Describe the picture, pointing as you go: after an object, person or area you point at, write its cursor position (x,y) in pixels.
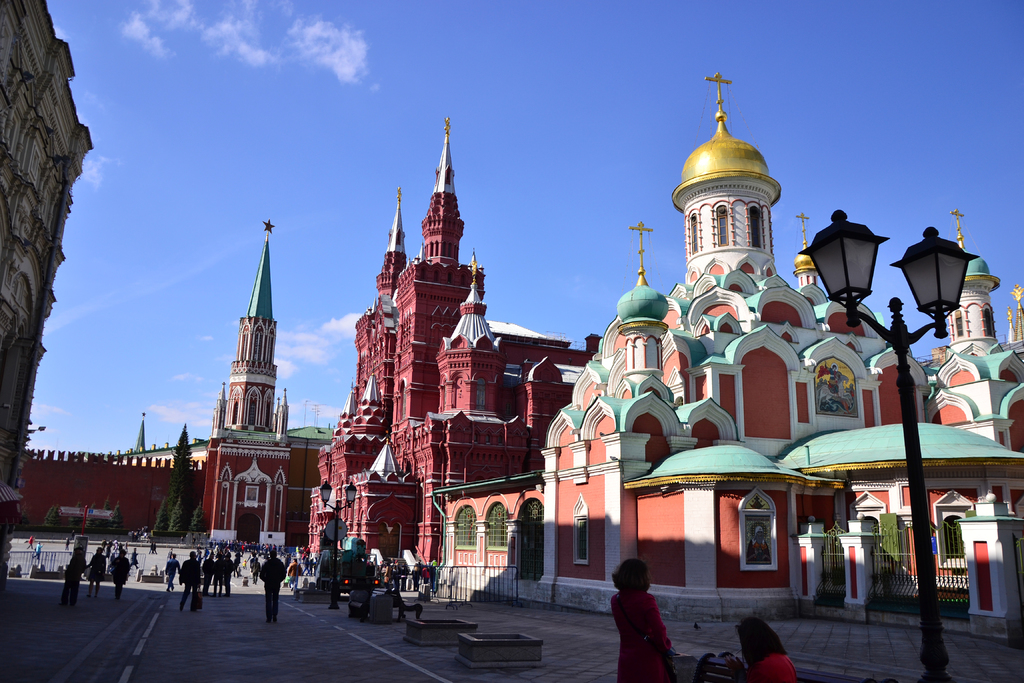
In this image I can see group of people (776,642) some are standing and some are walking. In the background (680,398) I can see few light poles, buildings (390,449) in multi color and the sky (518,113) is in blue and white color.
